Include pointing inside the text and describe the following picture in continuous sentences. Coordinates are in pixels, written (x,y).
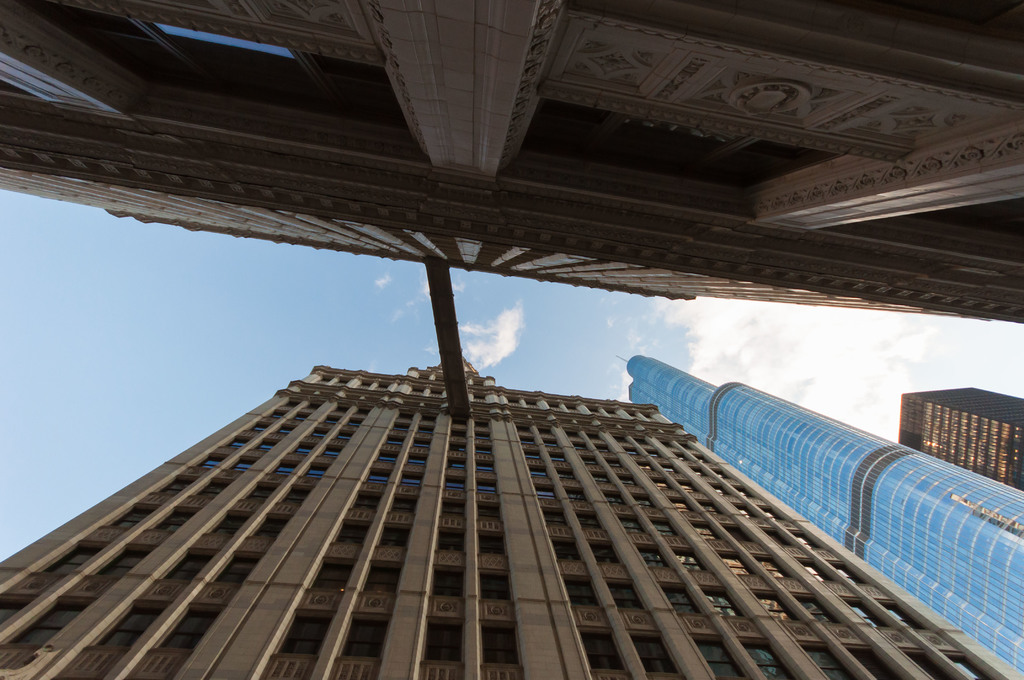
In this image we can see buildings (785,445). In the background (482,352) there is sky (559,356) with clouds (844,353).
